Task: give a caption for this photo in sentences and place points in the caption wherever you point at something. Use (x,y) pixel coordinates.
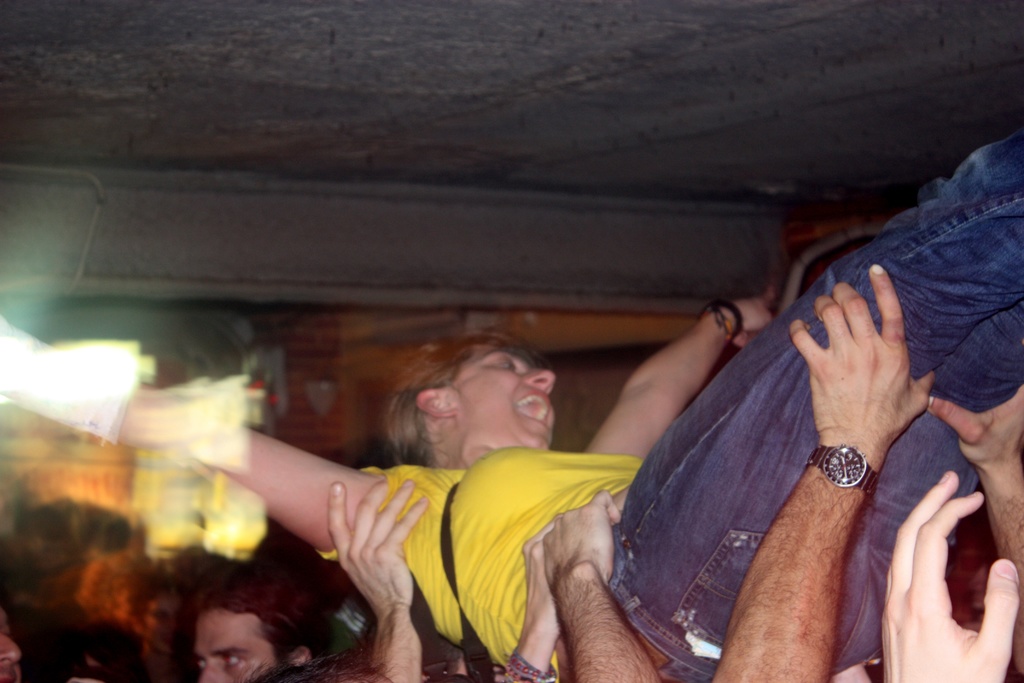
At the top (530,106) we can see ceiling (342,106). Background (315,415) is blurry. Here we can see wall (312,382) with bricks (310,371). We can see all persons (761,592) lifting one woman (478,554) with their hands (560,549). She wore yellow shirt (476,568) and blue denim jeans (679,596). This is a crowd (696,518).
